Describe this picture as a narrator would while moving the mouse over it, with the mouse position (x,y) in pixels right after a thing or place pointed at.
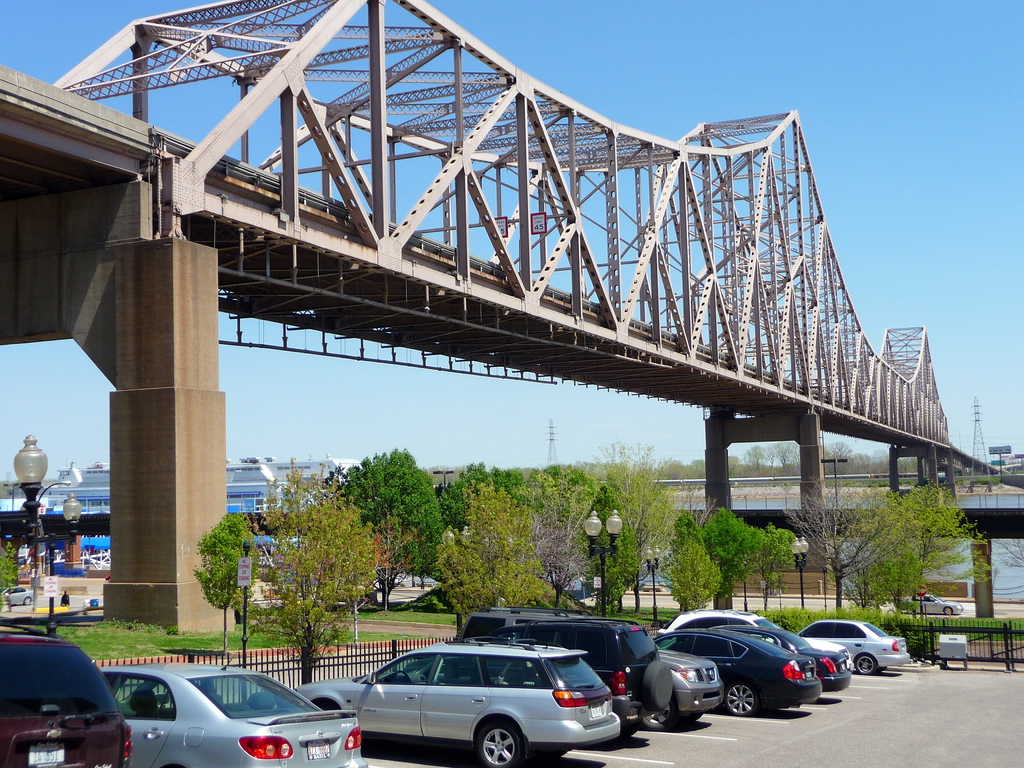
In this picture there are few vehicles (531,687) parked and there is a bridge (469,285) above it and there are trees (354,471) and buildings (270,475) in the background (90,504).
